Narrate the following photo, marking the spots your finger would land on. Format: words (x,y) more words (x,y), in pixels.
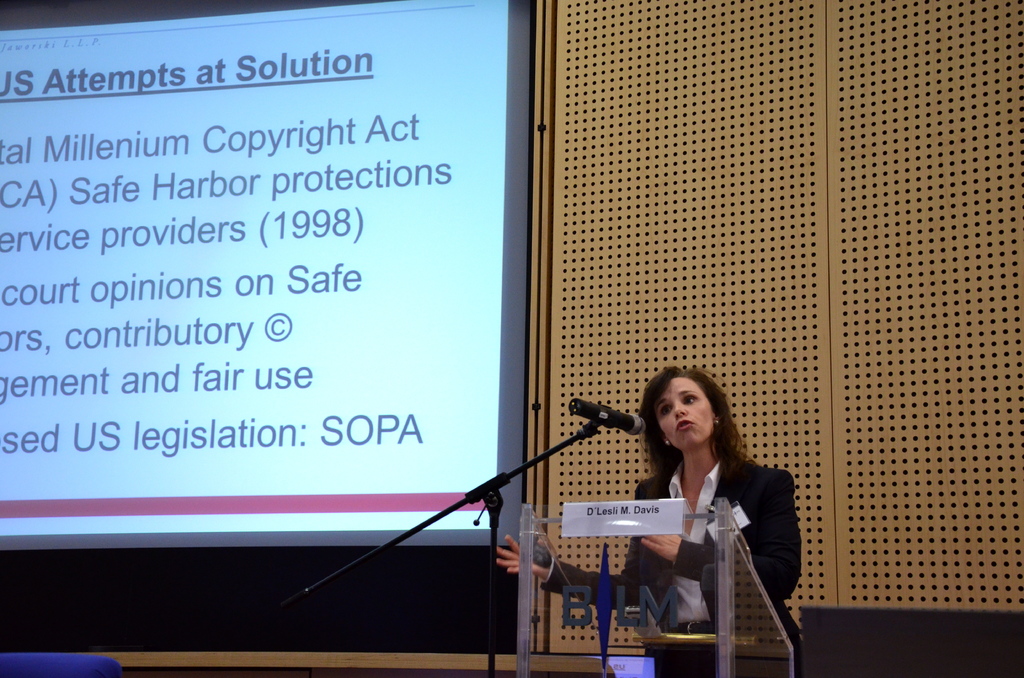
In this image I can see a lady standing beside the glass table (588,578) and microphone stand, at the back (395,440) there is a screen (483,429) on the wall (961,136).
